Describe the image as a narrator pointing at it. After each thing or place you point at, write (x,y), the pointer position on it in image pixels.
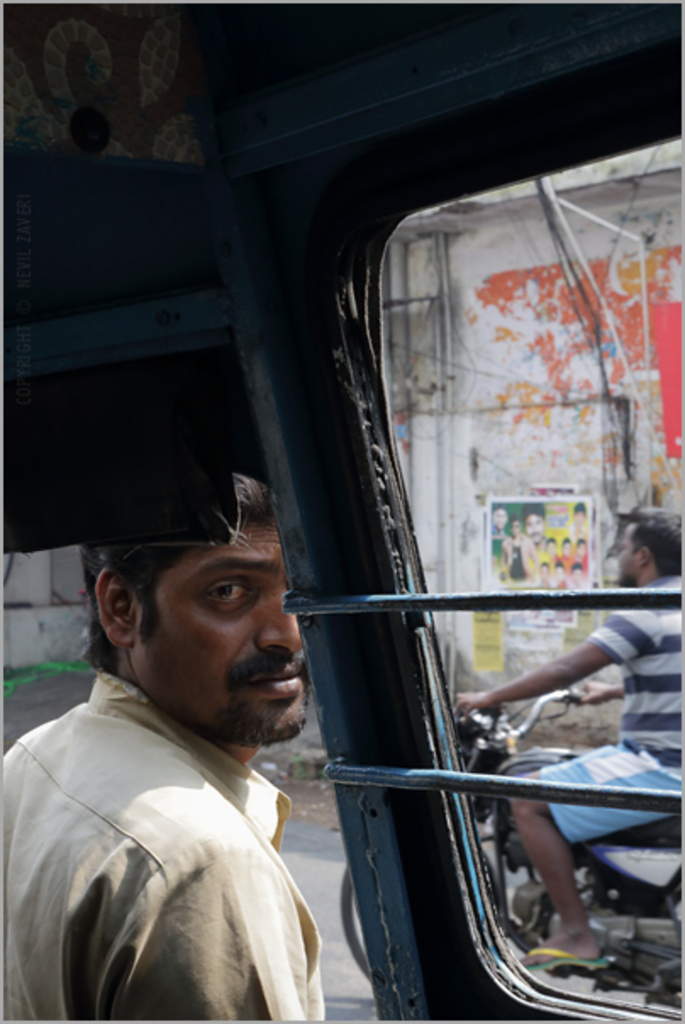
In this picture there is a person (317,984) standing behind the vehicle (404,990) and there is a person (481,695) riding motor bike (677,999) on the road (544,978). At the back (657,234) there is a poster (583,502) and there are wires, pipes (589,216) on the wall (614,212).
